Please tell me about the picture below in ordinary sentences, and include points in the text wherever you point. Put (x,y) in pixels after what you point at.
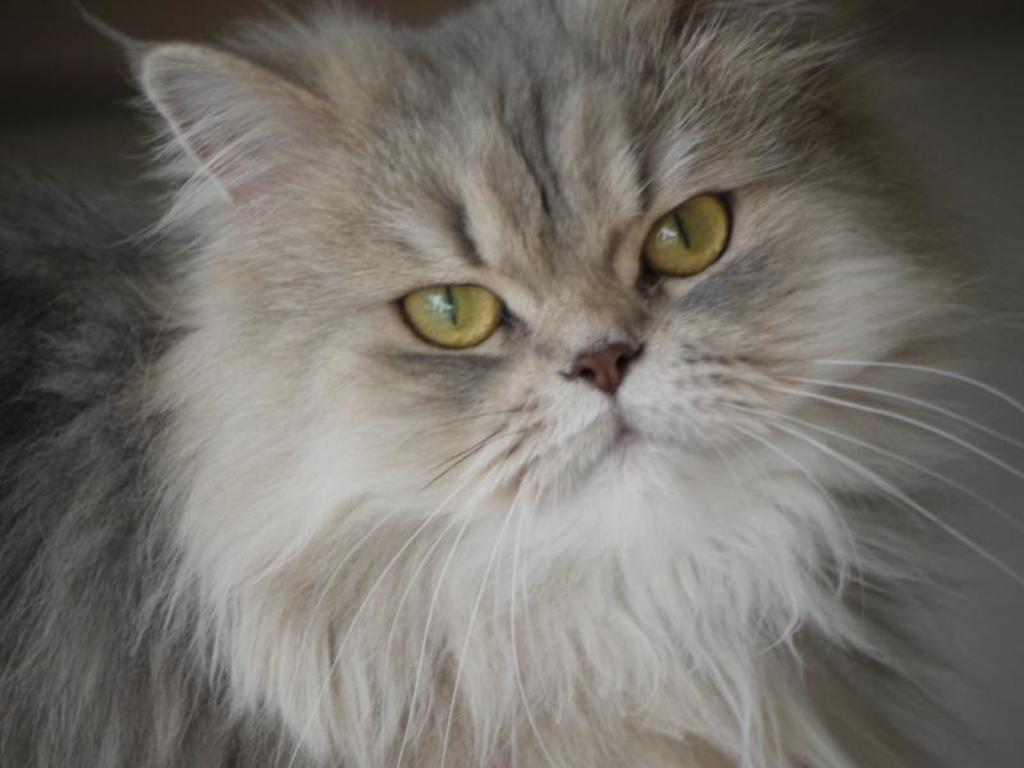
In this picture I can see a cat (412,266) in front (5,521), which is of white and grey color.
